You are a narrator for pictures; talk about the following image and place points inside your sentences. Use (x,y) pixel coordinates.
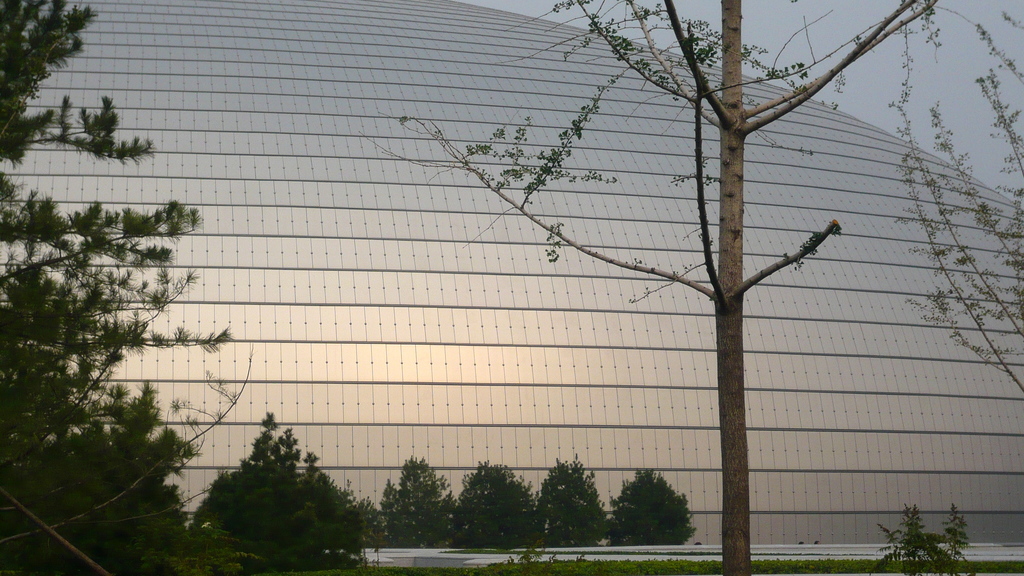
In the center of the image (609,300) there is a building (205,265) and we can see trees (480,517). In the background (891,116) there is sky (890,66).
